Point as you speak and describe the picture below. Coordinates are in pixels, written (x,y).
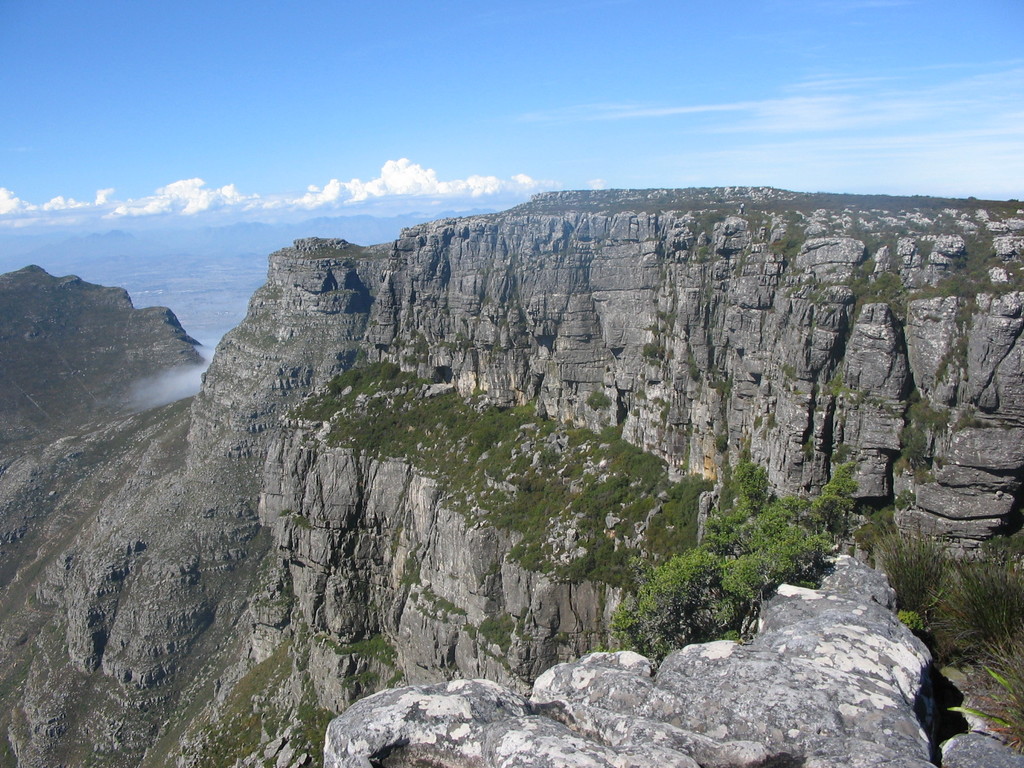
In this image we can see mountain (734,502) with grass (954,635) and plants (981,643) and sky (372,140) with clouds (401,191) in the background (394,165).
